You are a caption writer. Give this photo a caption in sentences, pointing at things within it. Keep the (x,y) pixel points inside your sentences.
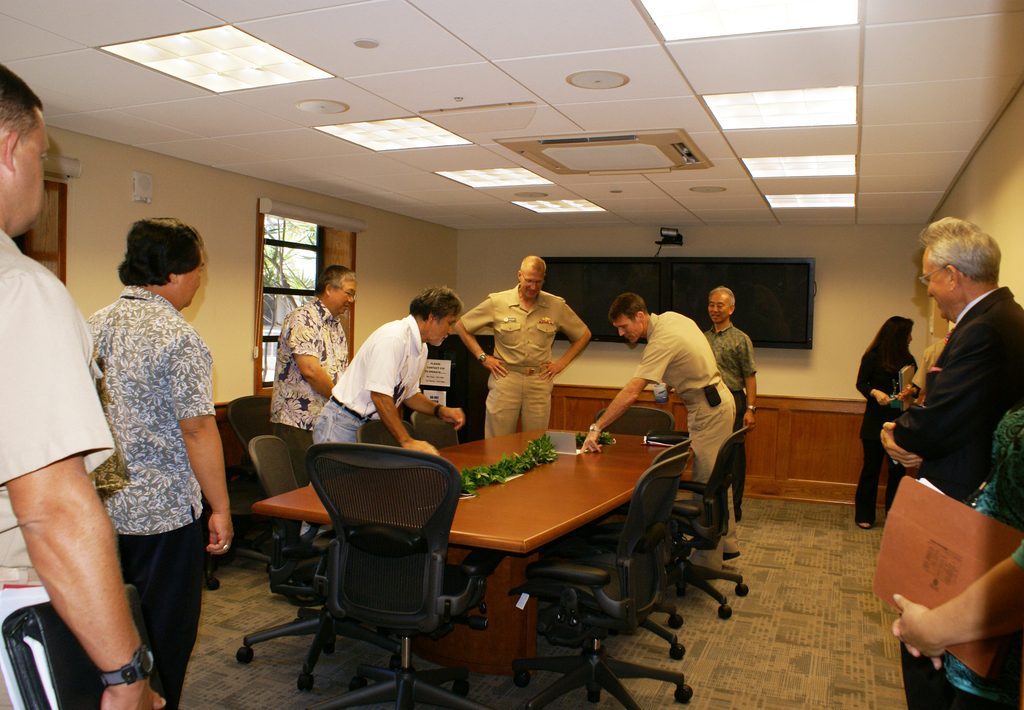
Here we can see a group of people (180,391) standing here and there and some of them are holding files (3,669) in their hand (945,623) and in front of them we can see a table (540,513) with something on it and there are chairs (396,540) present and behind them we can see monitors (746,263) present on the left side (278,271) we can see a window (257,228) and we can see trees (300,238) and there are lights (393,137) present.
